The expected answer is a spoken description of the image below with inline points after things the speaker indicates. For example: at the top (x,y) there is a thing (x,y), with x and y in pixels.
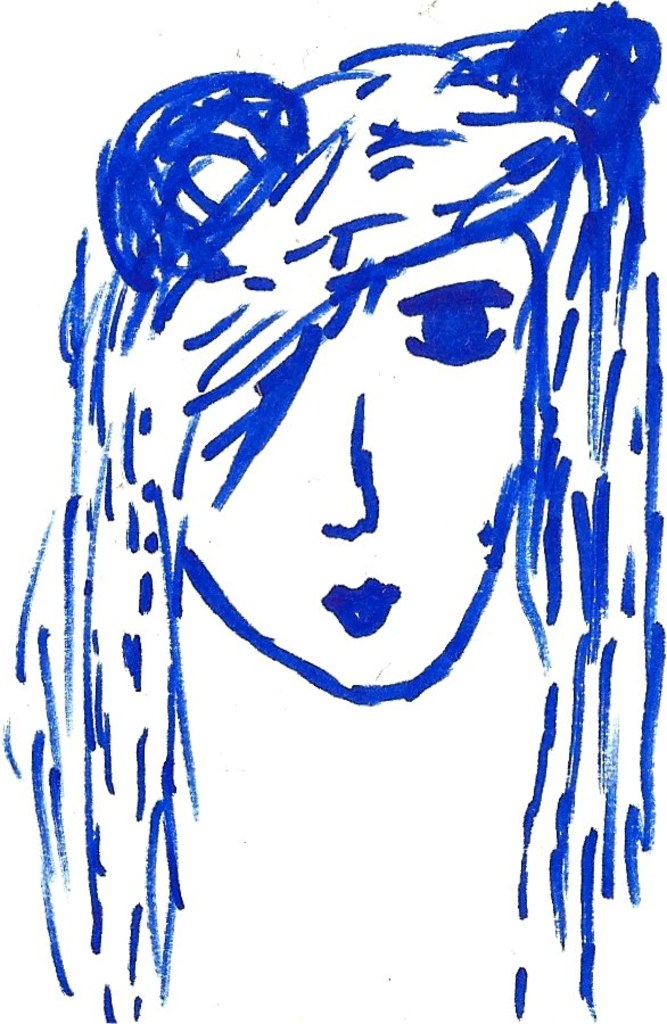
This image consists of a drawing of a person's head (386,343). It is in blue color.
